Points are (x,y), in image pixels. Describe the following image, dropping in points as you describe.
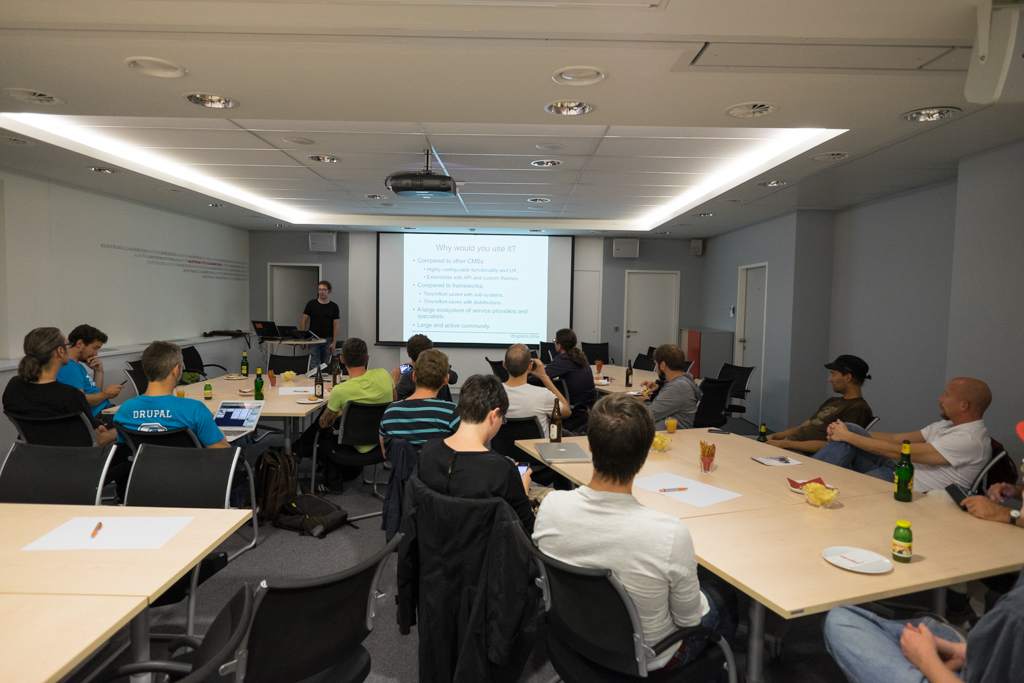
In this picture there are group of people (955,385) sitting inside the room (899,83). There is a person (328,323) standing at the table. At the back (527,311) there is a screen (436,277) and doors (284,292), at the top (417,177) there is a projector (428,187) and light (728,170), at the right (756,288) there is a door (755,318). There are papers (134,544), pens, plates (853,567), bottles (903,487), on the table (877,491). At the bottom (285,462) there are bags (273,468).
